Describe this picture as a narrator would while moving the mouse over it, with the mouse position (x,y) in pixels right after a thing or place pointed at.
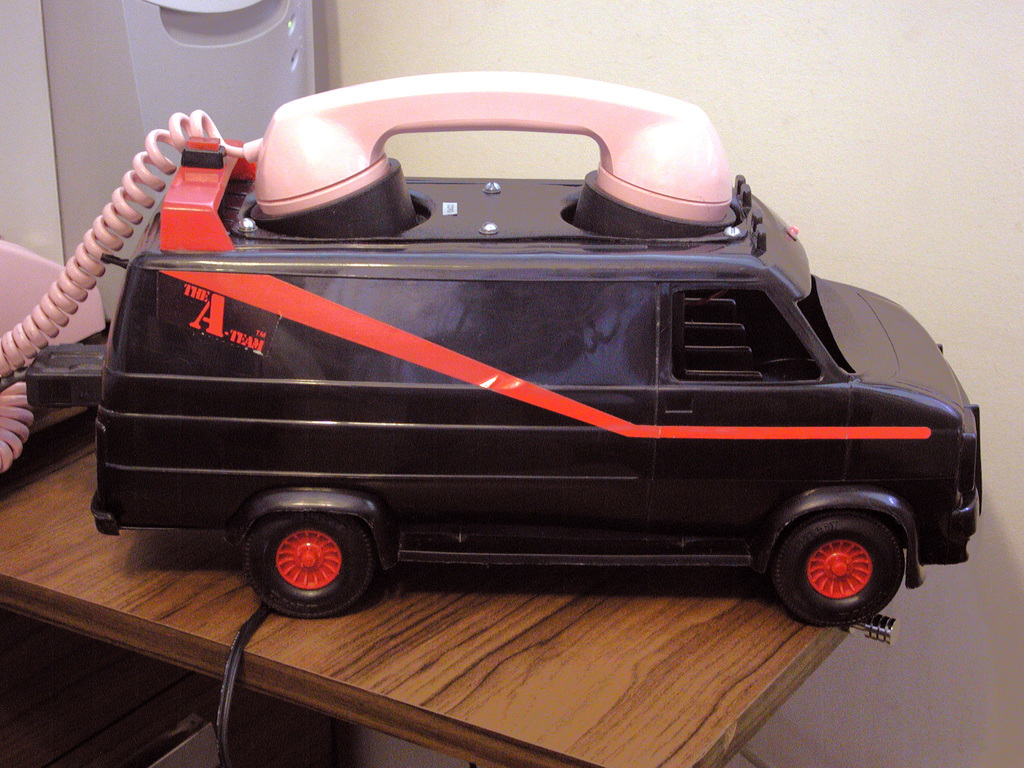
In this image there is a vehicle toy telephone (372,263) as we can see in middle of this image (413,422) and this is kept on a table (341,619). There is a wall (551,56) in the background (783,69).
